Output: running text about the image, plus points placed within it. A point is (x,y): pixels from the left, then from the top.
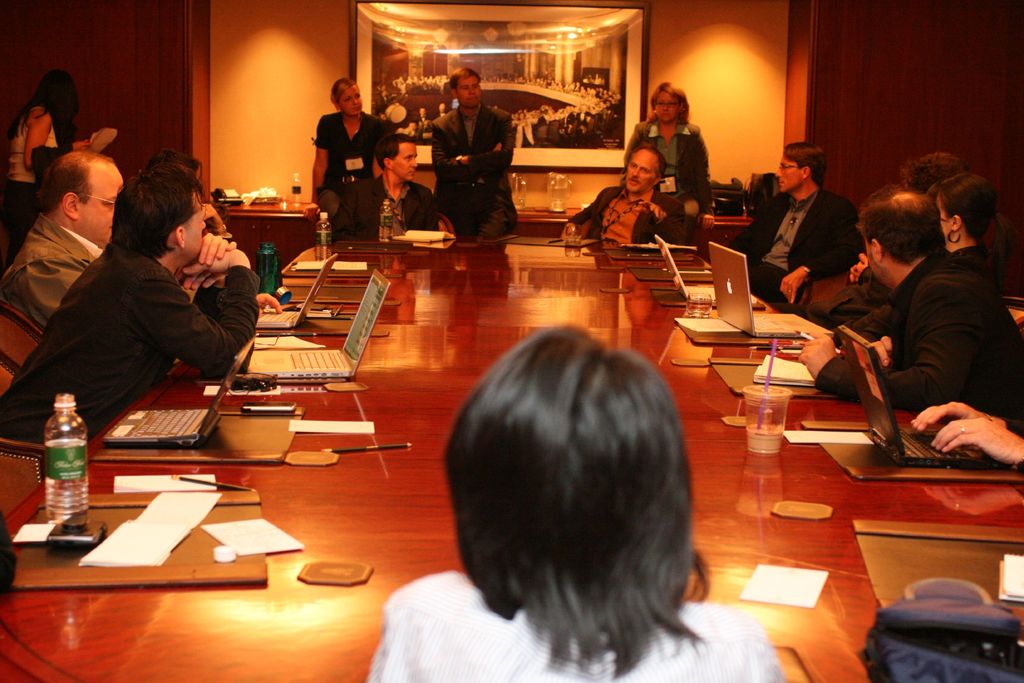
This is the picture of a conference hall (537,301) where we have some people (431,198) sitting on the chairs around the table (445,452) on which we have laptops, bottles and some papers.
